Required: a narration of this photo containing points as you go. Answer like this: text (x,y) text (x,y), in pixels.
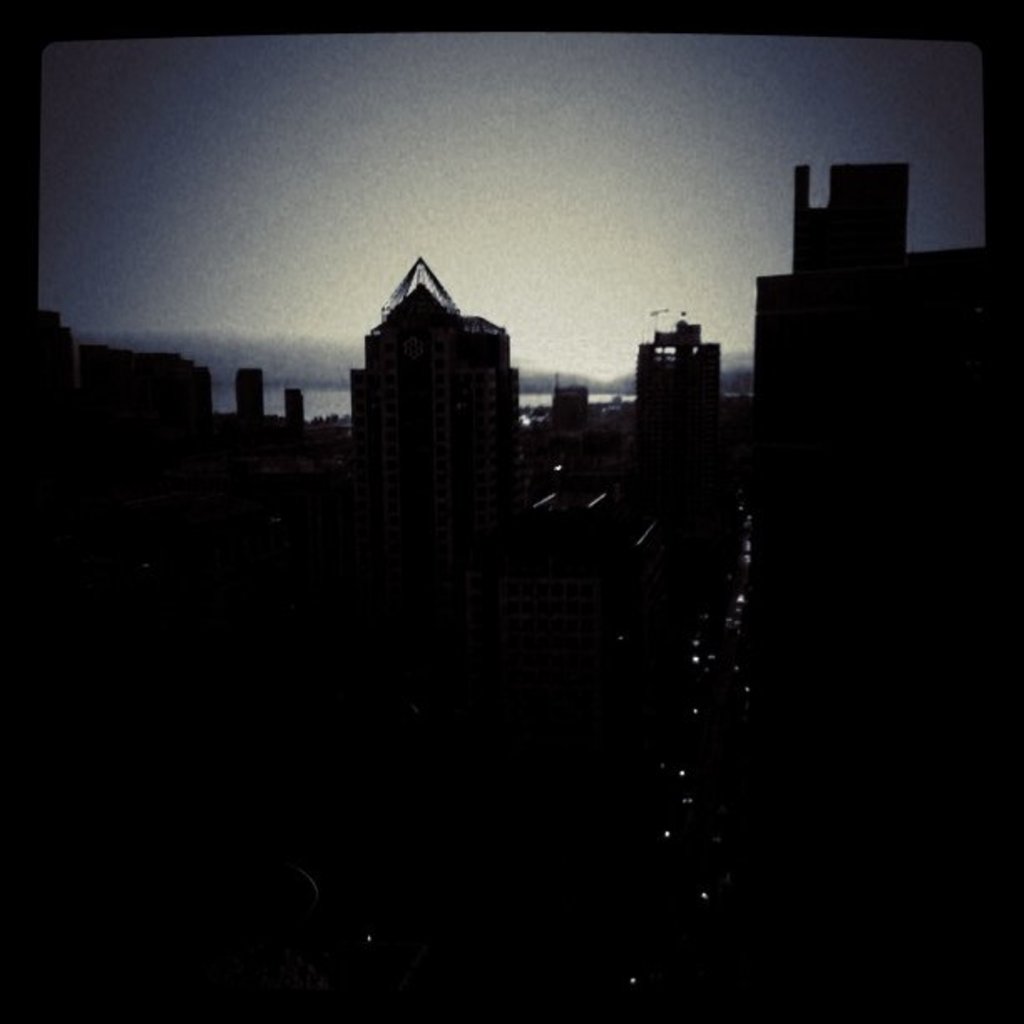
In the foreground of the dark image, there are buildings (446,485) and sky (573,131) at the top (631,142).
